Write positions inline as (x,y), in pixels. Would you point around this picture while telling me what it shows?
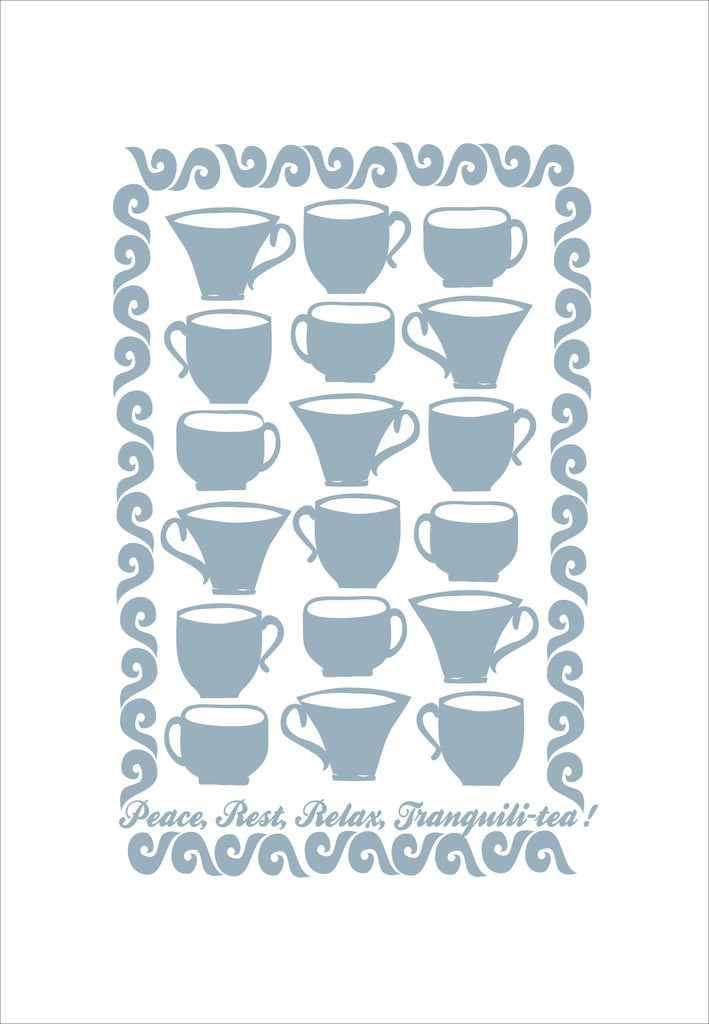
In this image we can see poster (298,291) with different types of cups (331,444). Also there is text (348,810).
